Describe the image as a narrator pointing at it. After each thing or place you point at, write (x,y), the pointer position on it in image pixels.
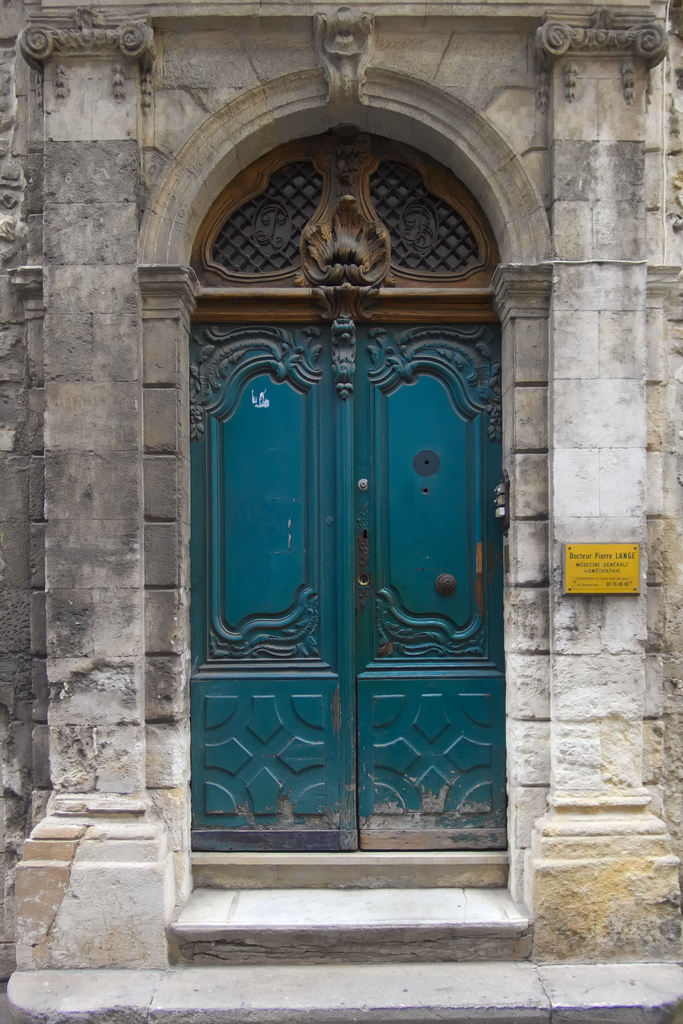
In this picture we can see doors (298,733), here we can see a name board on the wall (554,794).
